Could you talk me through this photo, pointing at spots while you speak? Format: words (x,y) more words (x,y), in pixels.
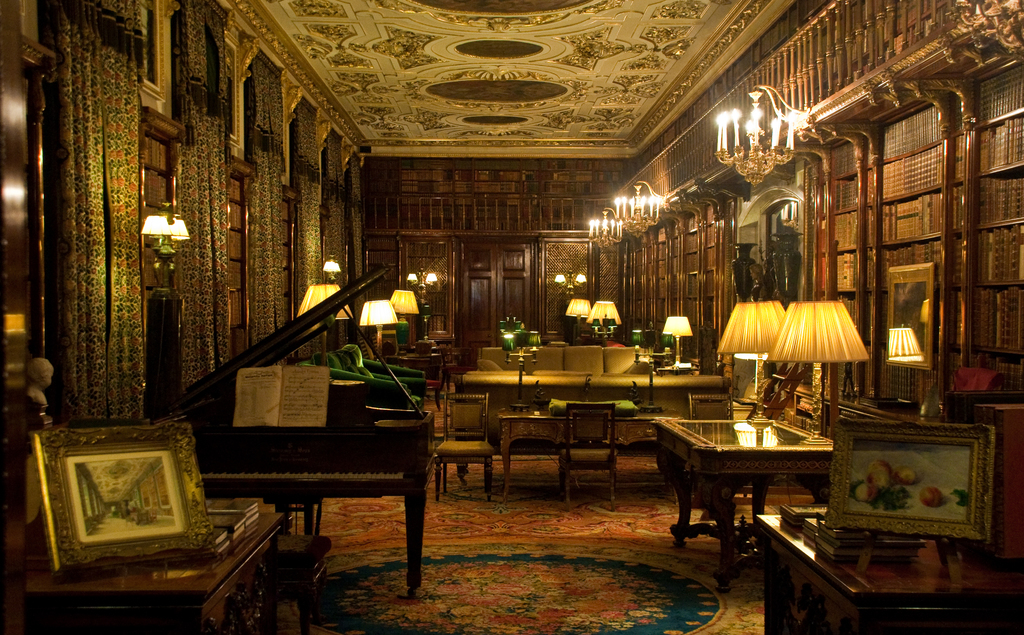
In this image I can see few lamps (757,344), few frames (50,474), a book (301,377), a piano (368,422), few curtains (81,283), few sofas (562,363), candles (773,143) and number of books (928,179).
